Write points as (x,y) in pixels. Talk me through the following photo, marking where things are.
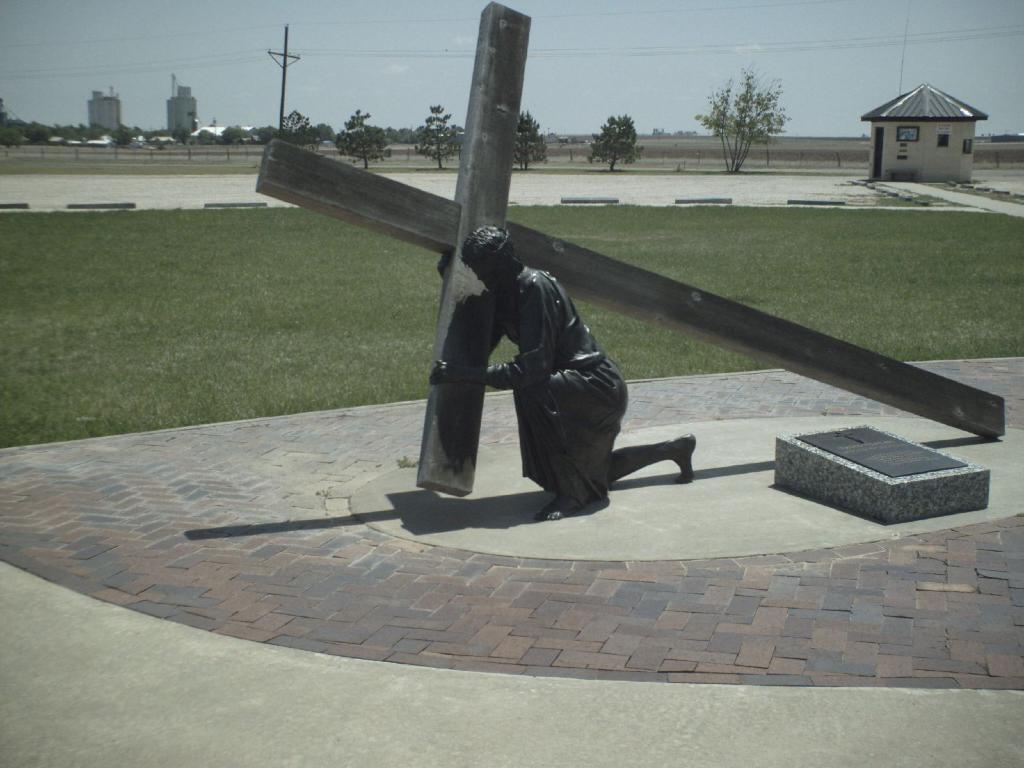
In the background (930,126), there is a shed (886,130) and we can see trees (174,132) and buildings (190,89) and there is a pole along with wires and there are some other poles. At the bottom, there is ground (142,276).
